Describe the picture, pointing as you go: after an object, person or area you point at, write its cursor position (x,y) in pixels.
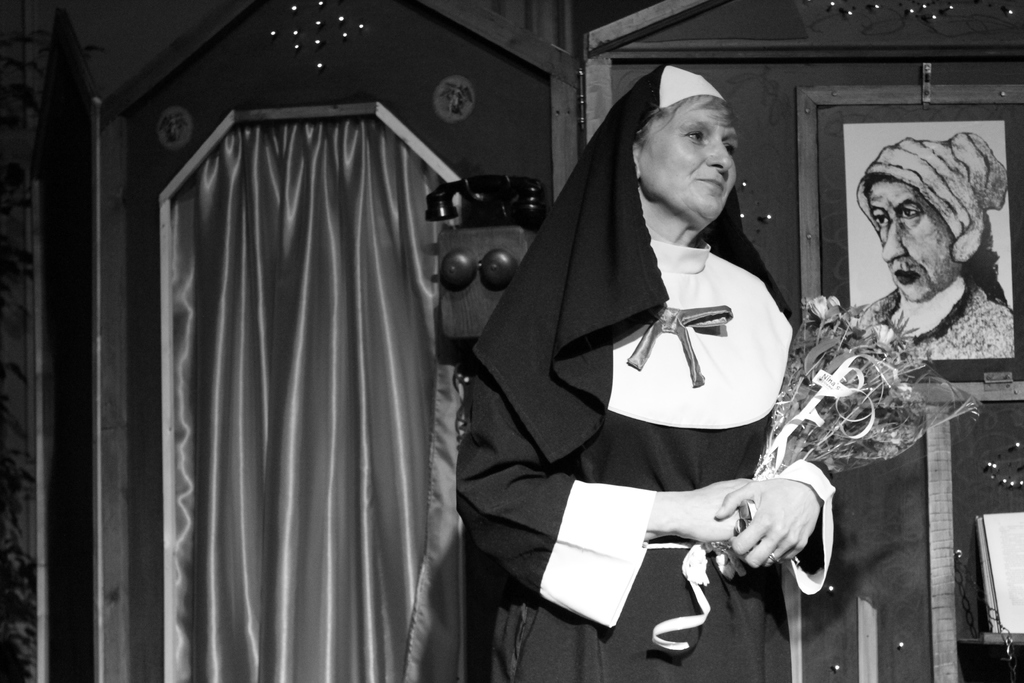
In this image in the front (626,429) there is a woman (651,487) standing and holding a bouquet (760,470) in her hand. In the background (309,332) there is a curtain (385,304) which is grey in colour and there is a frame (878,226) on the wall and there is a telephone (492,237) and there is an object (999,556) which is white in colour kept on the shelf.
